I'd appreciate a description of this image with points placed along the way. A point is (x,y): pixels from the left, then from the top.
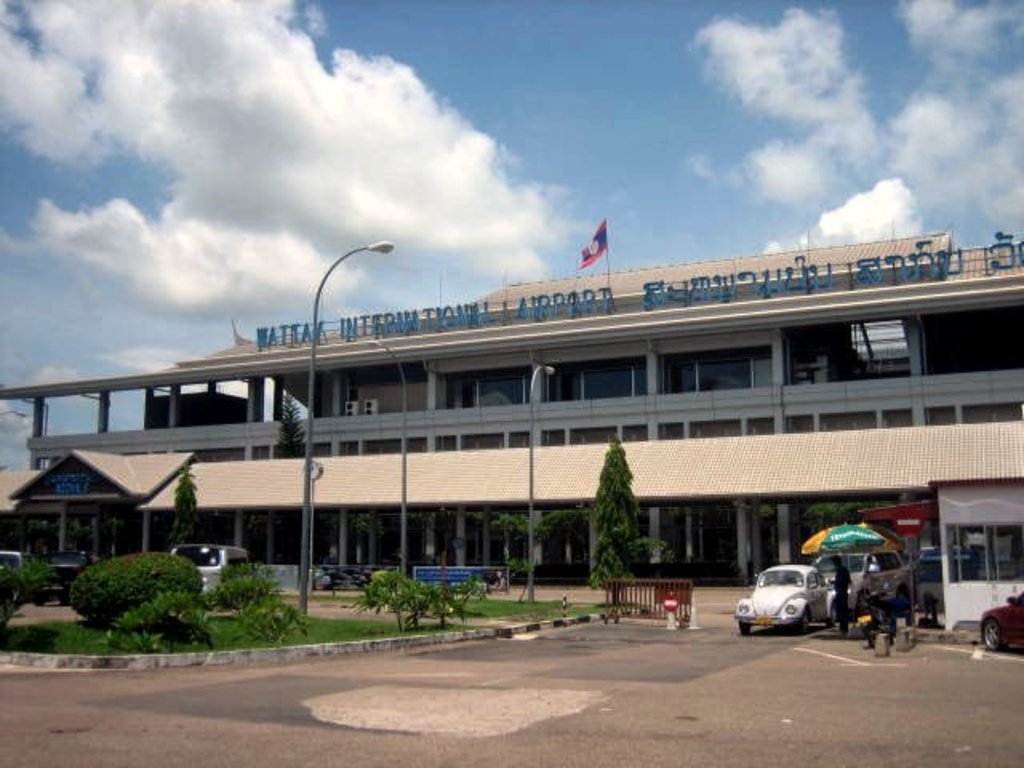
As we can see in the image there are buildings (582,408), trees (182,481), plants (144,602), grass (322,635), street lamps (308,428), cars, few people (841,633) here and there and a flag (594,262). On the top (550,78) there is sky (517,81) and clouds (369,148).
